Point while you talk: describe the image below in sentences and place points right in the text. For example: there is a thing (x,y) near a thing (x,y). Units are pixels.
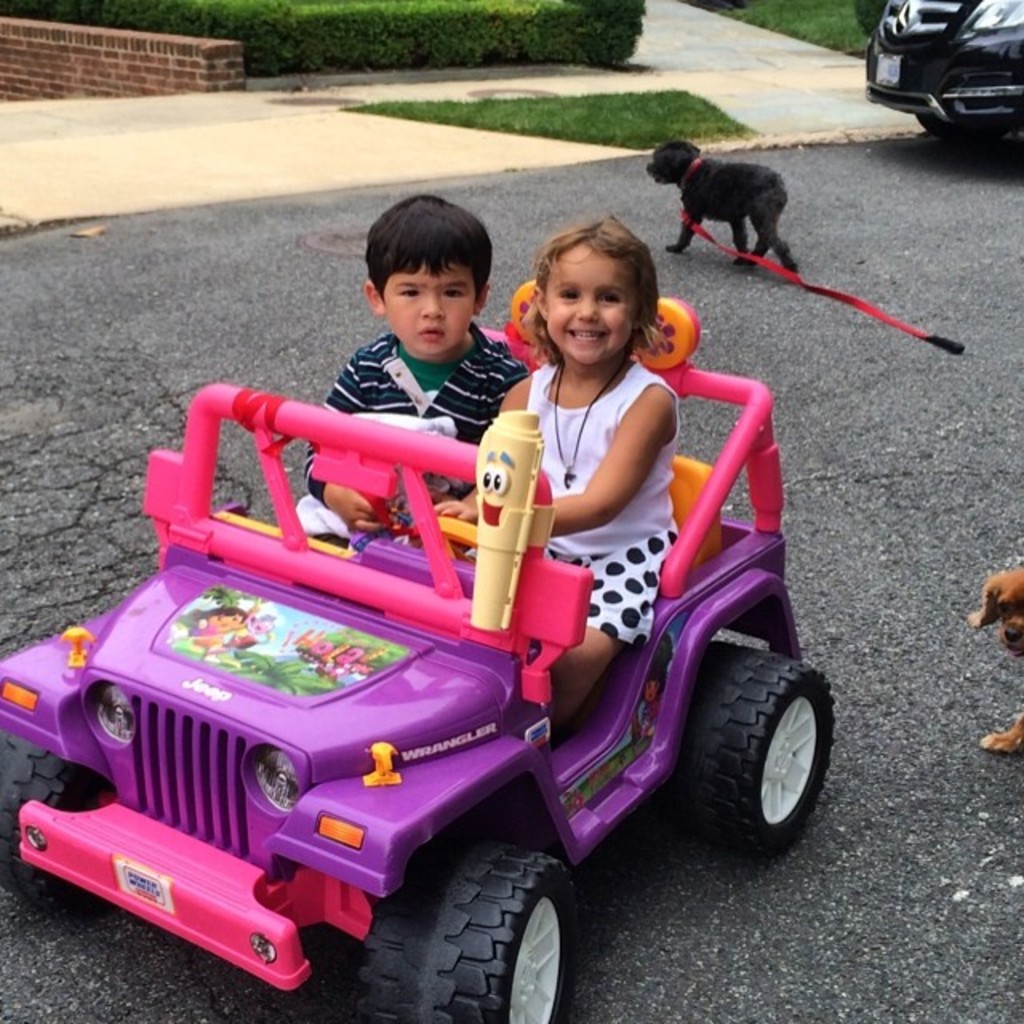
In this picture we can see two kids (588,666) playing with the toy (403,892). This is road (801,892) and there is a dog (739,217). Here we can see some plants (310,58). And this is grass (698,125).
